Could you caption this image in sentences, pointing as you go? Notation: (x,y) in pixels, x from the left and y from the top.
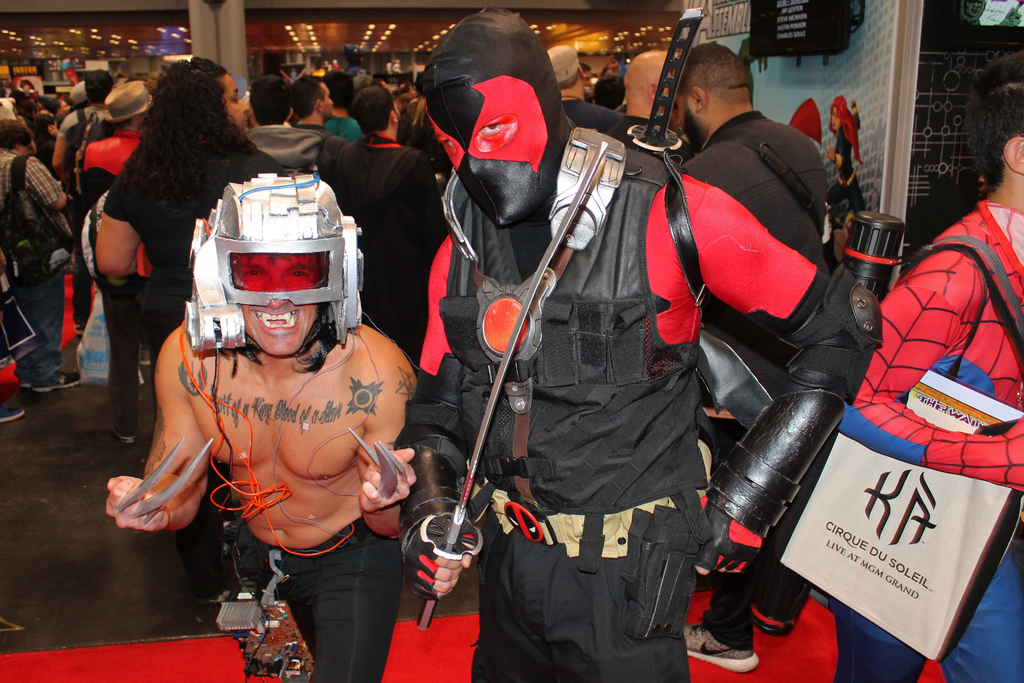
In the picture we can see many people (600,414) in the hall (79,77) some of them are in different costumes (637,336) and to the ceiling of this hall (399,15) we can see many lights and besides we can see the wall (771,90) with some cartoon paintings (833,181) on it.
